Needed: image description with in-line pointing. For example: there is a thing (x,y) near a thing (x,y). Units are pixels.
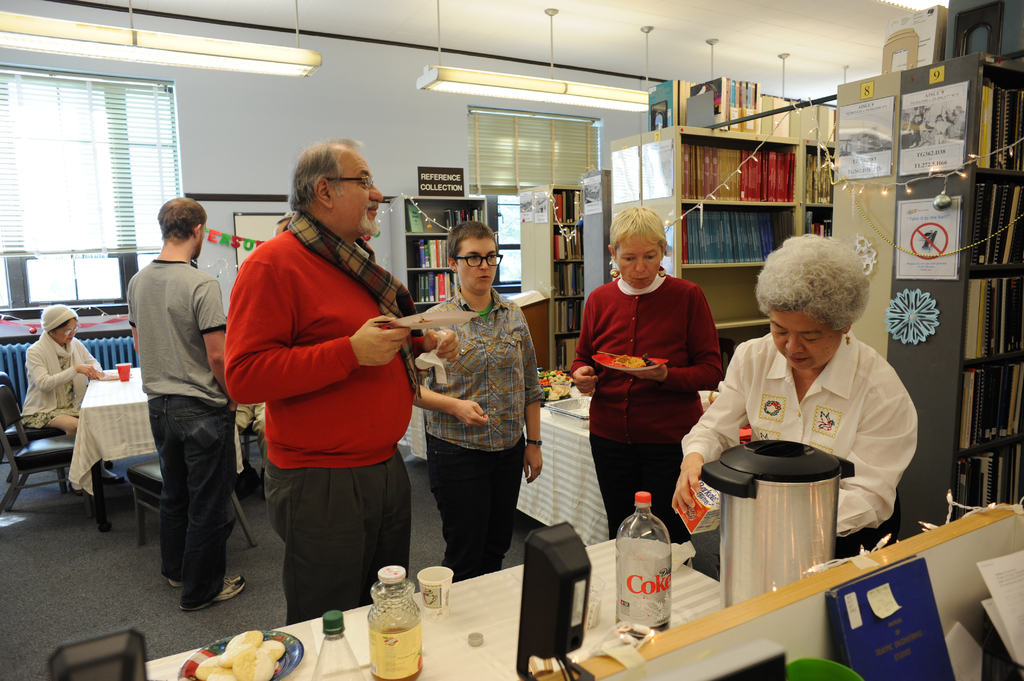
As we can see in the image there is a white color wall (239,126), window (30,125), lights (178,48), rack (680,132) filled with books (734,173), chairs (15,425), tables (579,442), few people (335,384) here and there and on table (507,590) there is a bottle (658,574), glass (440,597), plate (296,650) and food item (223,659).
